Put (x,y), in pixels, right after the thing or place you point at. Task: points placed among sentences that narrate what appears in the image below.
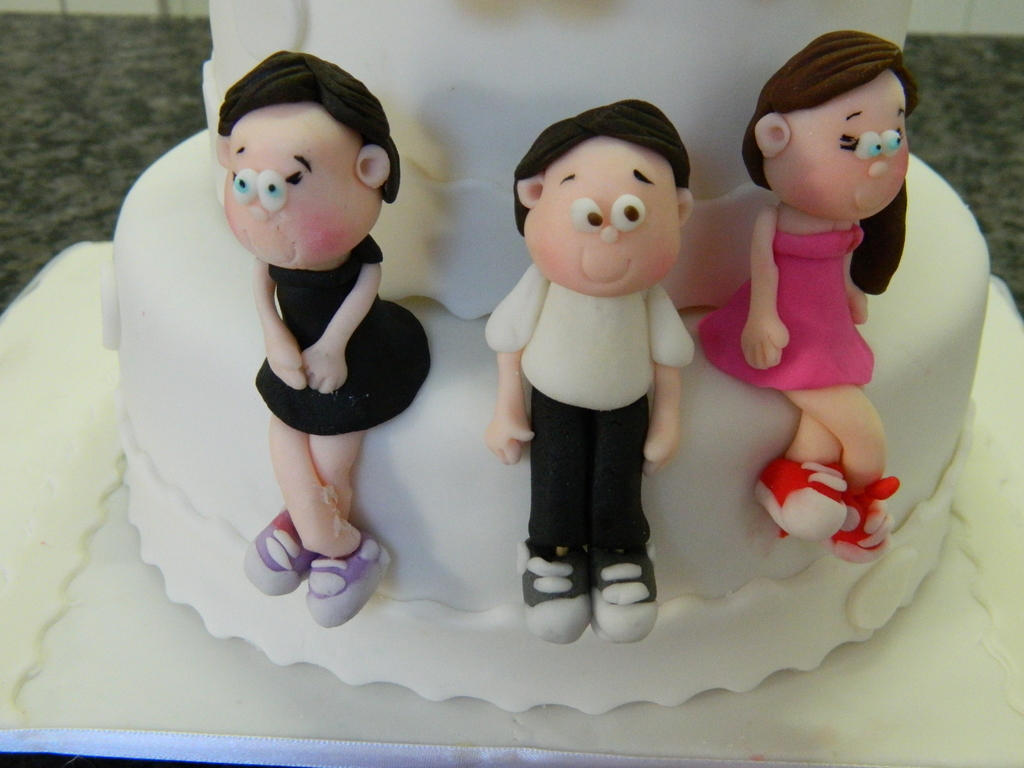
These three toys (609,280) are placed on this white cake (160,309). This cake (170,338) is kept on this white surface (40,609). Background (26,97) it is blur.
